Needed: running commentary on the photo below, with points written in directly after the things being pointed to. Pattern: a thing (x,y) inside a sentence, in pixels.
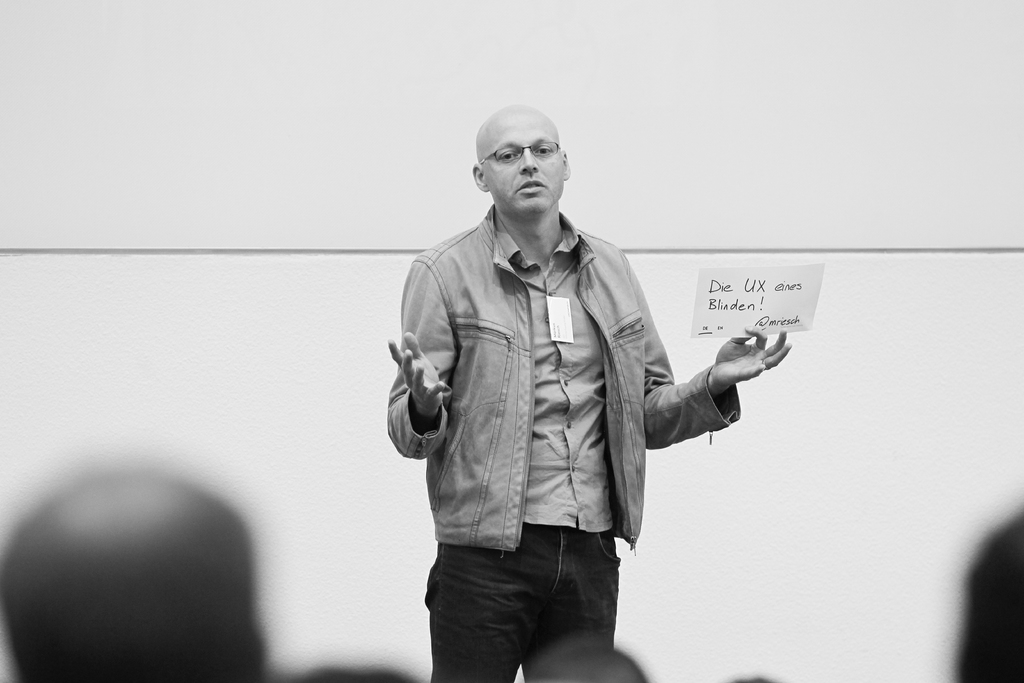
In this image I can see a person (527,435) is standing in the center (574,354) wearing a coat (658,402) and holding a paper (716,325). There are few people (39,664) at the front (53,669). There is a white wall (930,141) at the back (865,609). This is a black and white image.
